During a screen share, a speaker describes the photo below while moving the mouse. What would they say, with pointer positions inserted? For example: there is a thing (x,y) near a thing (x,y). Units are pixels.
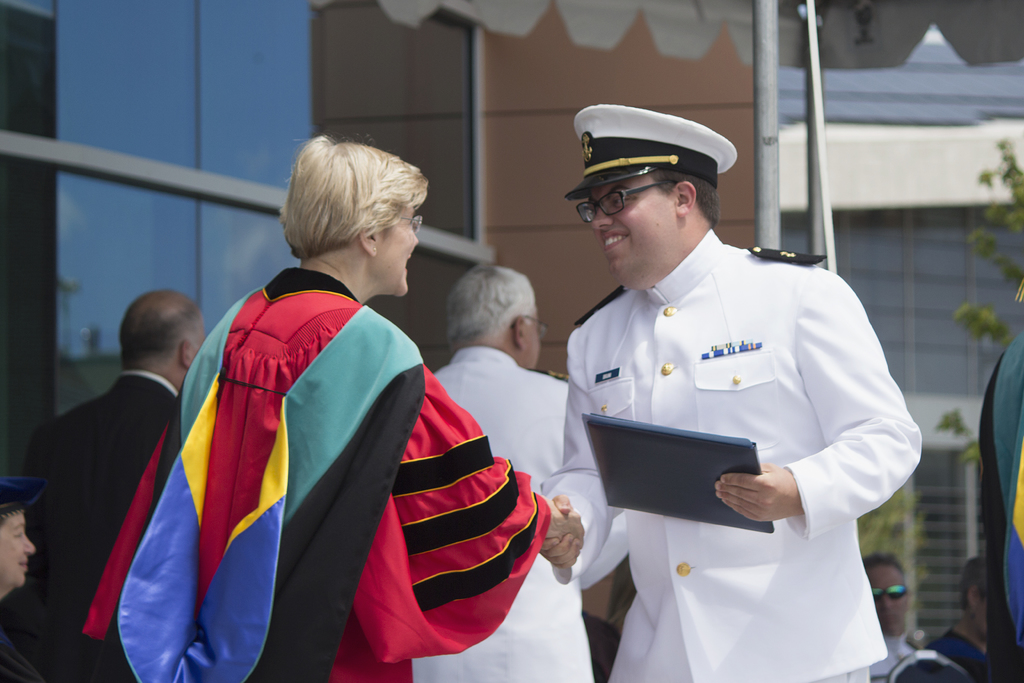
In this image there are two persons (364,441) shake handing, one of them is holding a file (670,473) in his hand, behind them few people (552,380) are standing and few are sitting under the canopy (675,15). In the background (729,44) there are buildings (747,167) and trees (1008,170).
